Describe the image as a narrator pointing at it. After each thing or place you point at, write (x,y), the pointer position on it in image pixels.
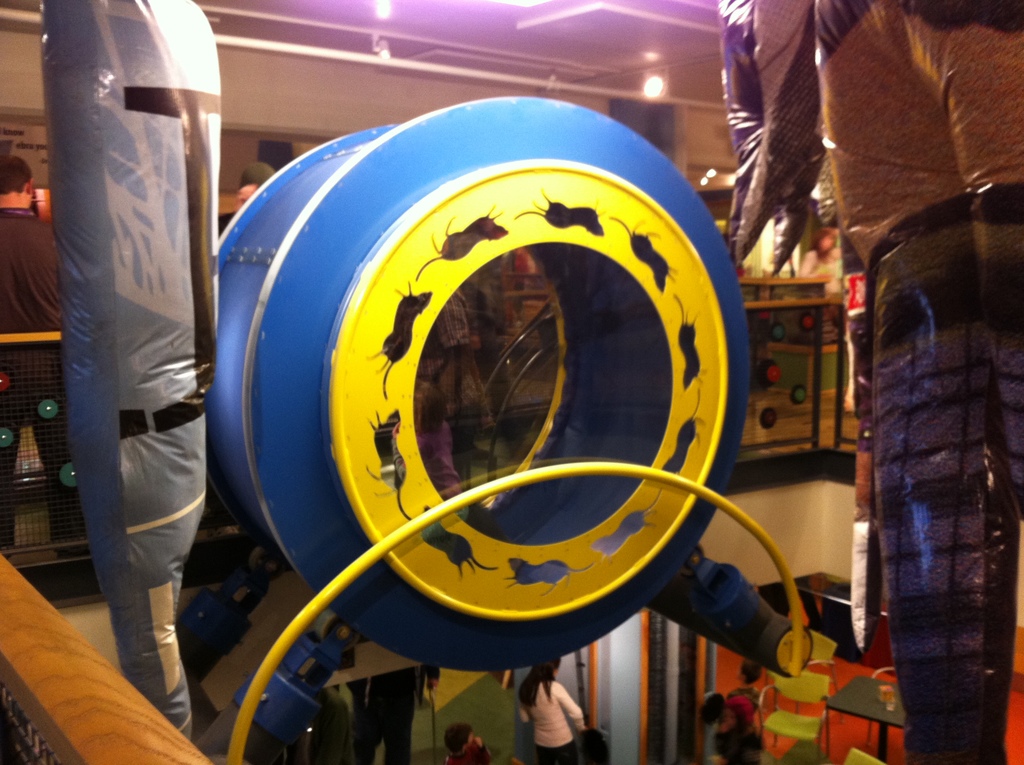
Here in this picture we can see a machine (578,332) hanging in the air over a place and we can see railing (44,600) present on the floor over there and we can see people (25,240) standing on the floor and we can see lights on the roof (455,37) present and below that on the floor (490,711) we can see other number of people (552,685) also standing over there and we can also see chairs (812,733) and table (850,707) also present over there.
